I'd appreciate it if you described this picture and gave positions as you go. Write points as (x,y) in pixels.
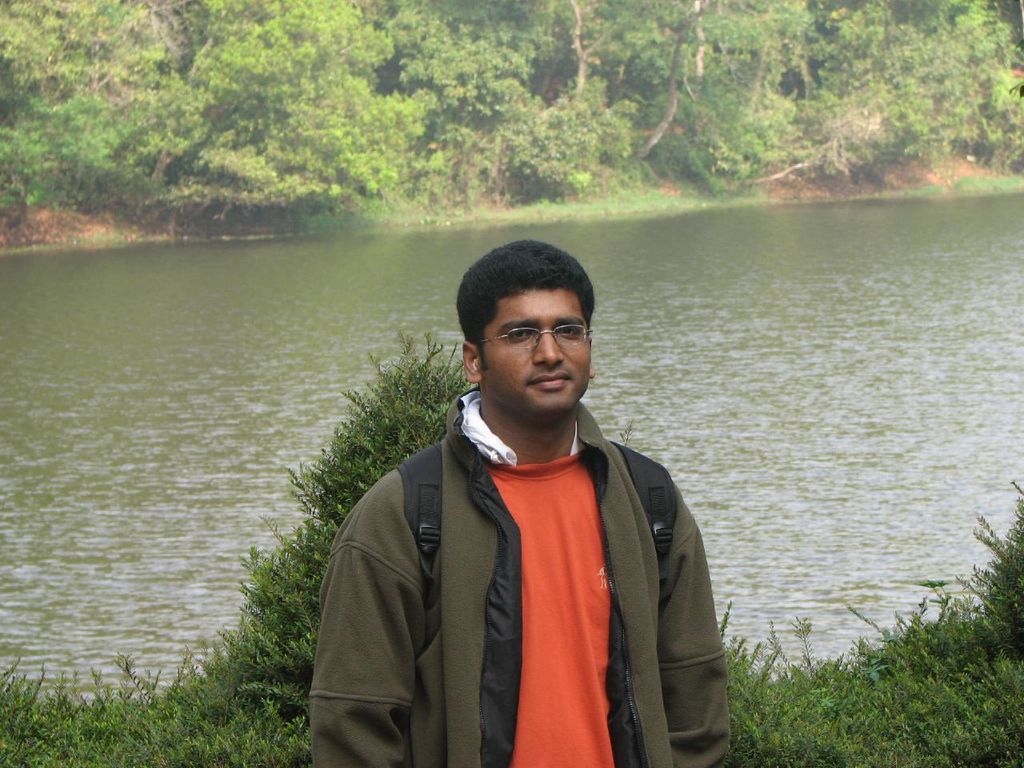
In this image we can see there is a man (614,757) wearing jacket (614,757) is standing at the bank of river (743,684) which is surrounded with so many trees (330,20).
